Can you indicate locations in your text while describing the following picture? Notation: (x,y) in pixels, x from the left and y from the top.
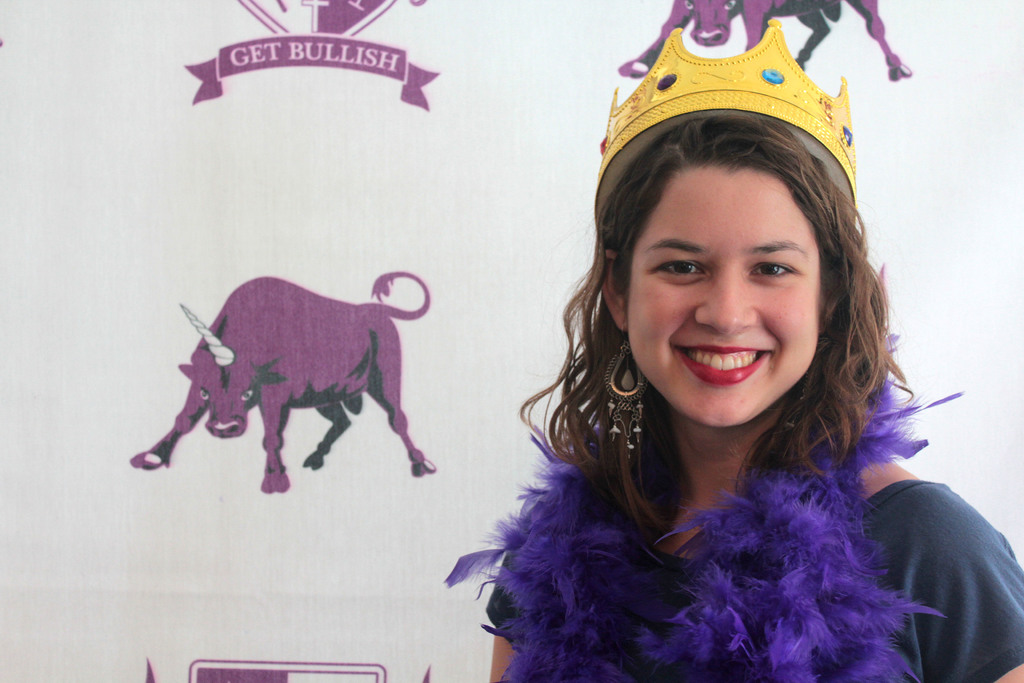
There is one women (645,403) standing and wearing a crown (763,76) is on the right side of this image (729,507). There is a wall poster (718,53) in the background (503,203), we can see there is a picture (324,380) of a animal (256,392) and some logos (313,44) are present on it.
